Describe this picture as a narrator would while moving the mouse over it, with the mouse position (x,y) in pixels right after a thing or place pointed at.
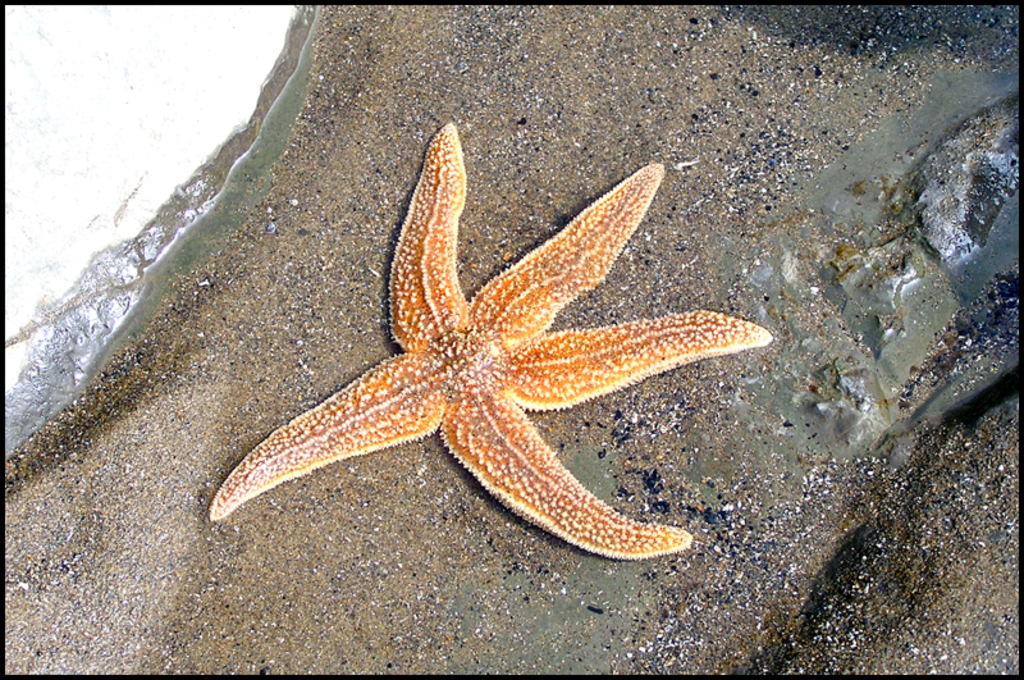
In this image we can see starfish (490,411) on the sand (163,365). Also there is water (260,161).
